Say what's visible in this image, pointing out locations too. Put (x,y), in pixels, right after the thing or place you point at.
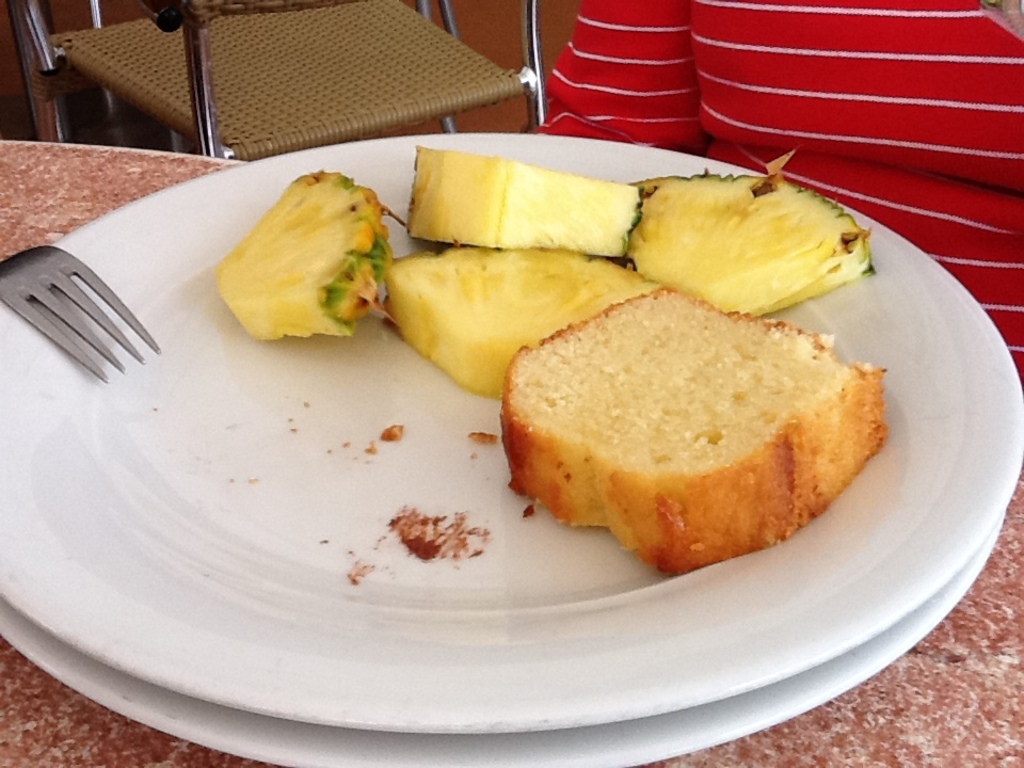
In this image we can see two plates (314,379), among them one plate (220,538) is with some food (440,288) and also we can see a fork (132,321), chair (233,108) and person (806,96).
